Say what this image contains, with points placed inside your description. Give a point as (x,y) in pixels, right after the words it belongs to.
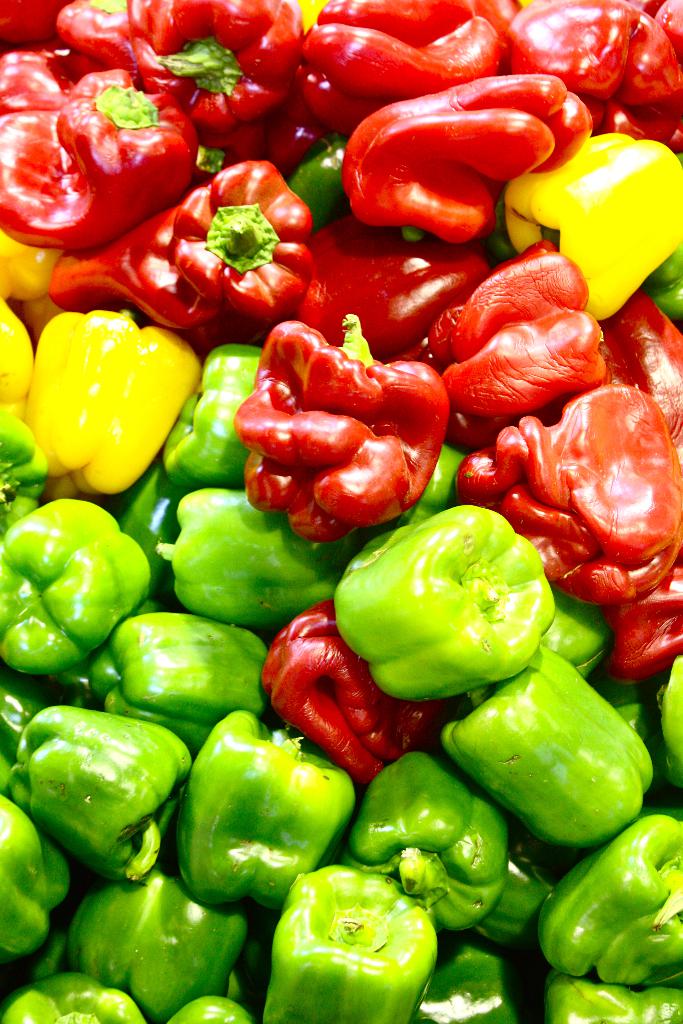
In this picture we can observe different colors of capsicums (248,484). We can observe yellow, green and red color capsicums (277,490).
